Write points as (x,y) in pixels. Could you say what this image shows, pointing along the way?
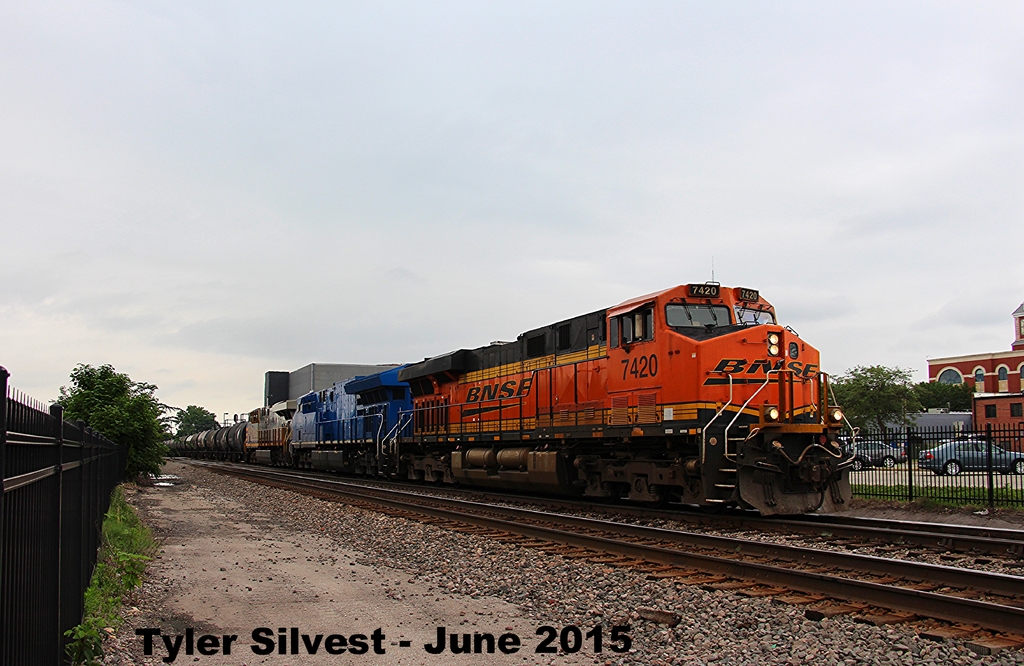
In this image I can see a fence (33,558), grass (121,563), text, train (667,453) on the track (795,528) and trees (896,413). In the background (892,462) I can see fleets of vehicles (888,443) on the road (963,478), light poles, buildings (327,380) and the sky (405,280). This image is taken may be during a day.
